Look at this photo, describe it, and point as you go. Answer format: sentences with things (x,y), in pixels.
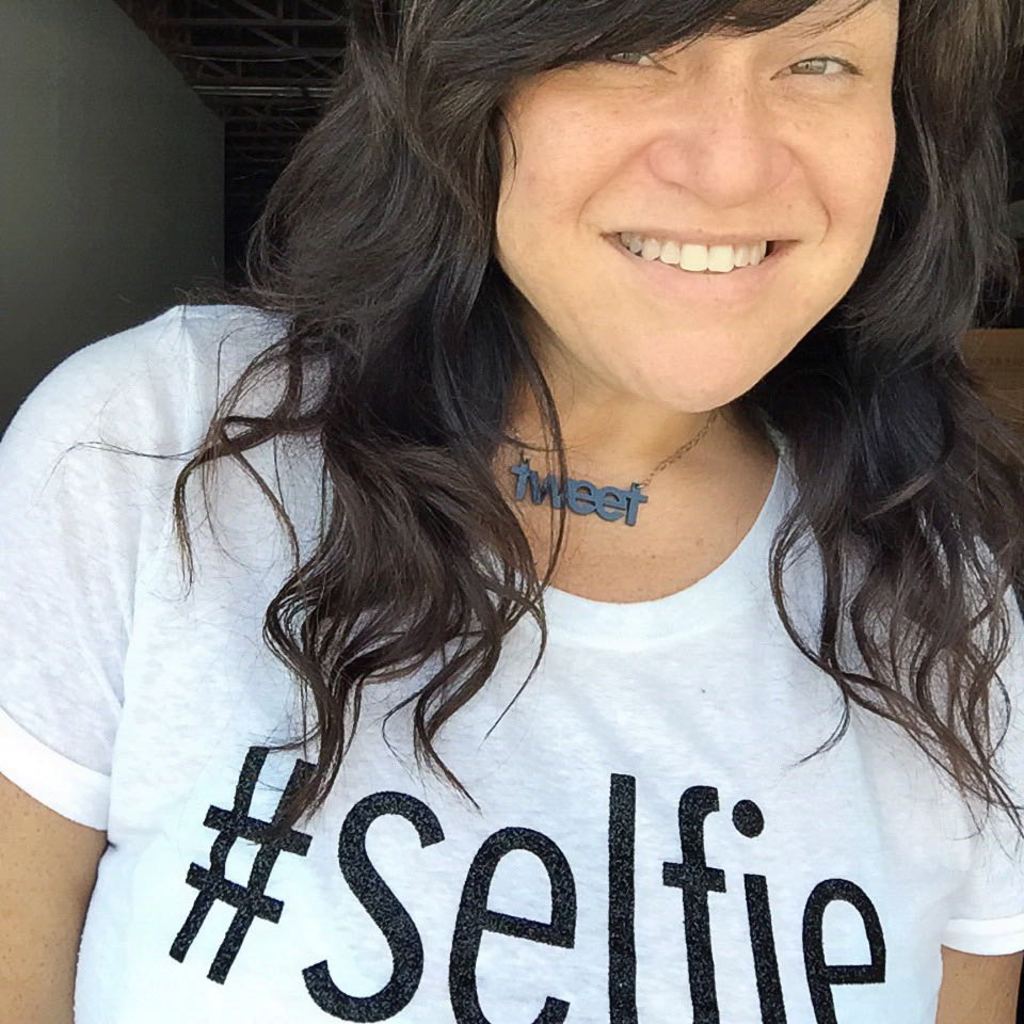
In this picture there is a woman (939,833) who is wearing t-shirt (696,726) and locket (623,514). In her t-shirt (610,781) we can read the hashtag selfie (200,868). She is smiling. She is standing near the wall (5,253).
